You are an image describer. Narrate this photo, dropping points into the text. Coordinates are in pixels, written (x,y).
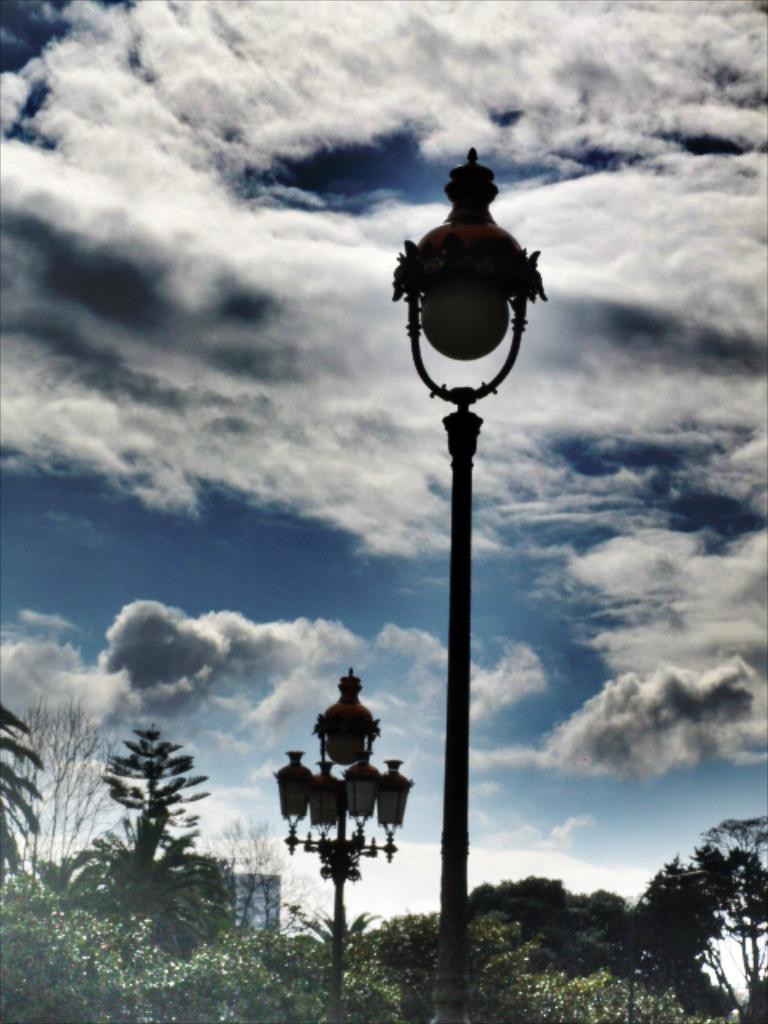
In this picture I can see few trees (171,903) at the bottom (155,941), in the middle (467,436) there are lamps (463,595). At the top (281,138) there is the sky (477,750).
